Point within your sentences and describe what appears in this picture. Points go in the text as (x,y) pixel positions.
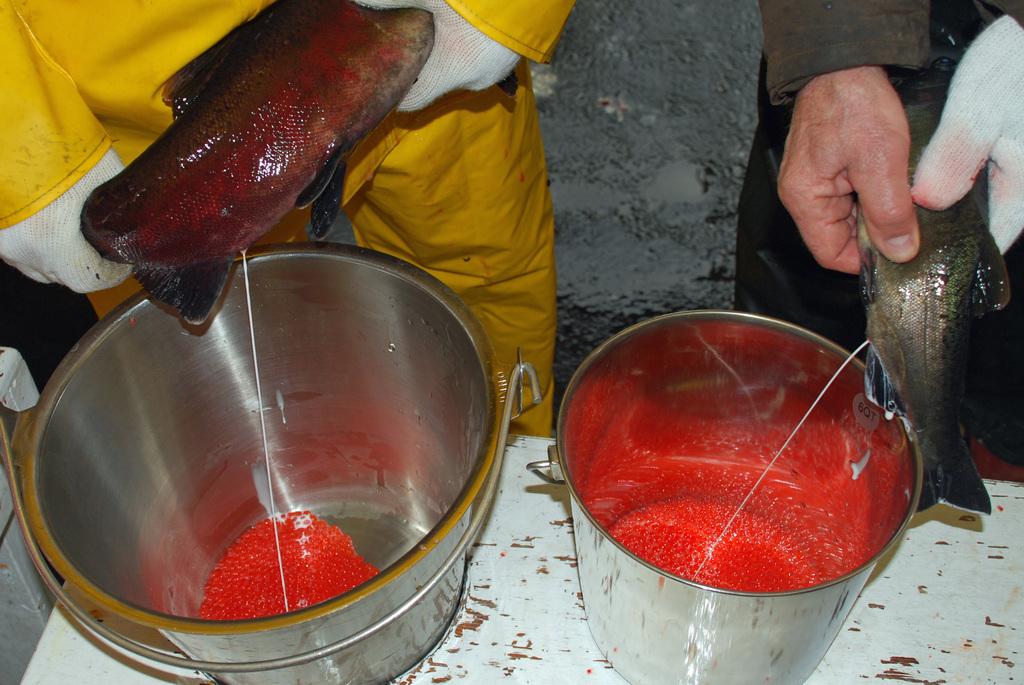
In this image there are two buckets (341,477) on the table (912,684), in front of that there are two persons (898,164) holding fish (313,166) in their hands (839,213). In the background (668,210) there is the ground (608,236).
